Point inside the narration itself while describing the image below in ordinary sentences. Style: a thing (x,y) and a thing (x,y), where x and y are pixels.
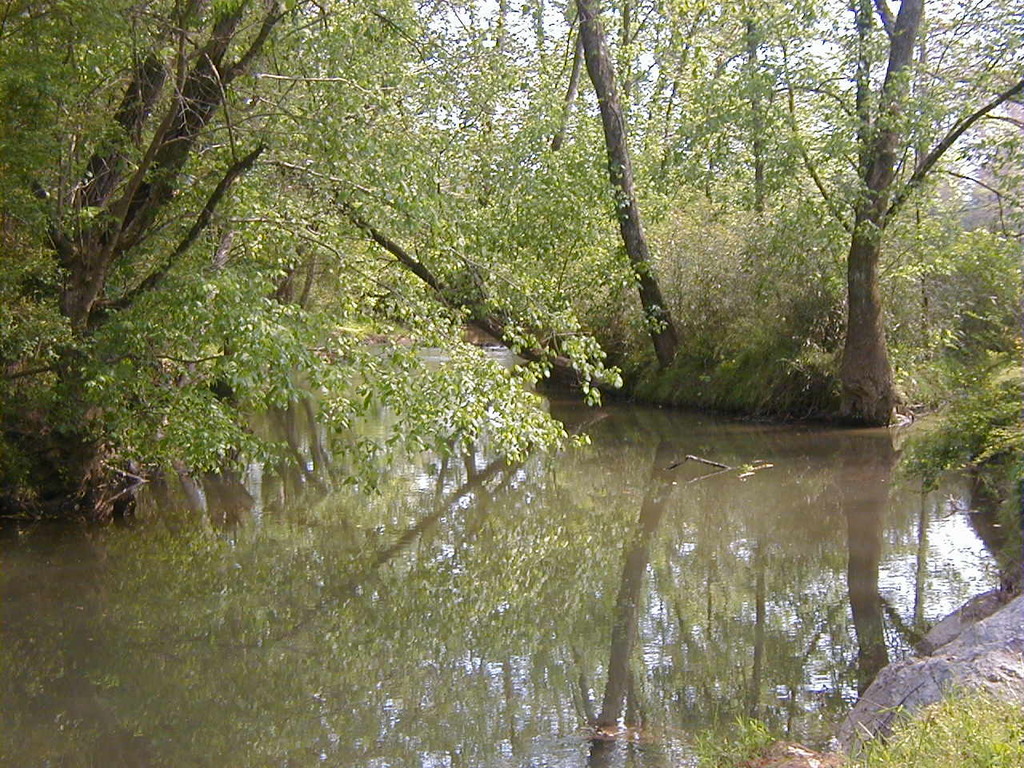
In the picture can see a forest (946,219), in the forest (872,377) we can see a water (394,667) near the trees (853,383), plants (998,734), rocks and some parts of sky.
